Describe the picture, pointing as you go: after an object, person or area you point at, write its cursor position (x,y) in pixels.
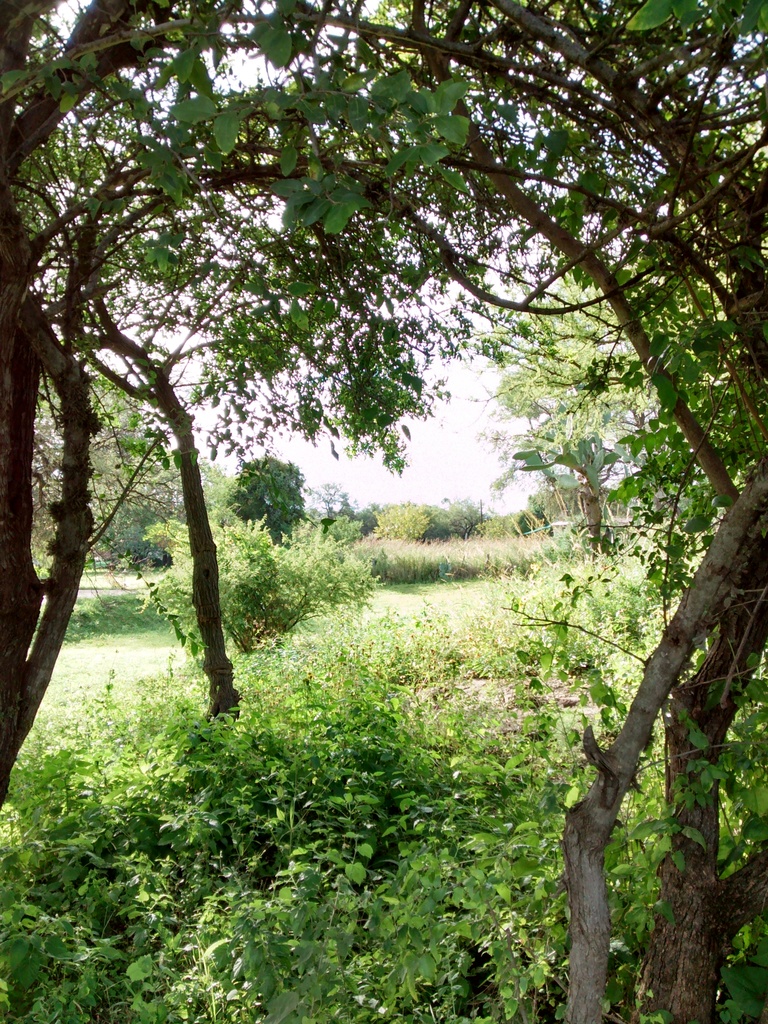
In this image we can see trees (738,570), plants (244,662) and we can also see the sky (279,441).
